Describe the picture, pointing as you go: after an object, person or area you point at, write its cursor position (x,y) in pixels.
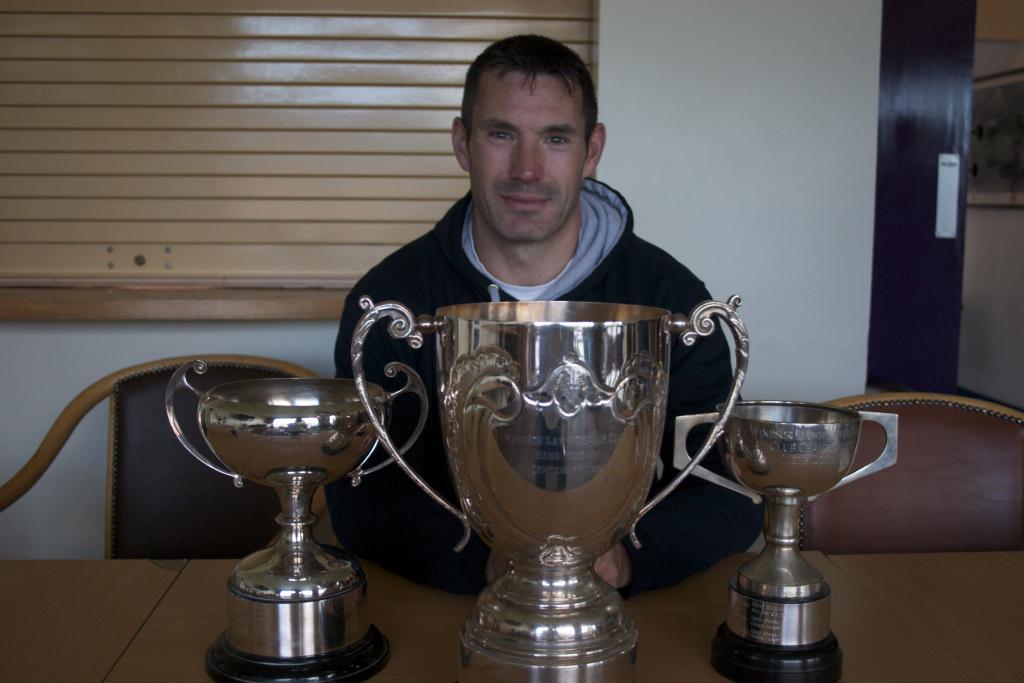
At the bottom of this image (559,468), there are three silver cups (709,449) arranged on the wooden table (889,637). Behind these silver cups (272,567), there is a person (467,234), smiling and sitting. On both sides of this person (409,435), there is a chair (892,469) arranged. In the background (736,90), there is a white wall (745,62) and there is a photo frame (1017,149) attached to the wall (980,284).
